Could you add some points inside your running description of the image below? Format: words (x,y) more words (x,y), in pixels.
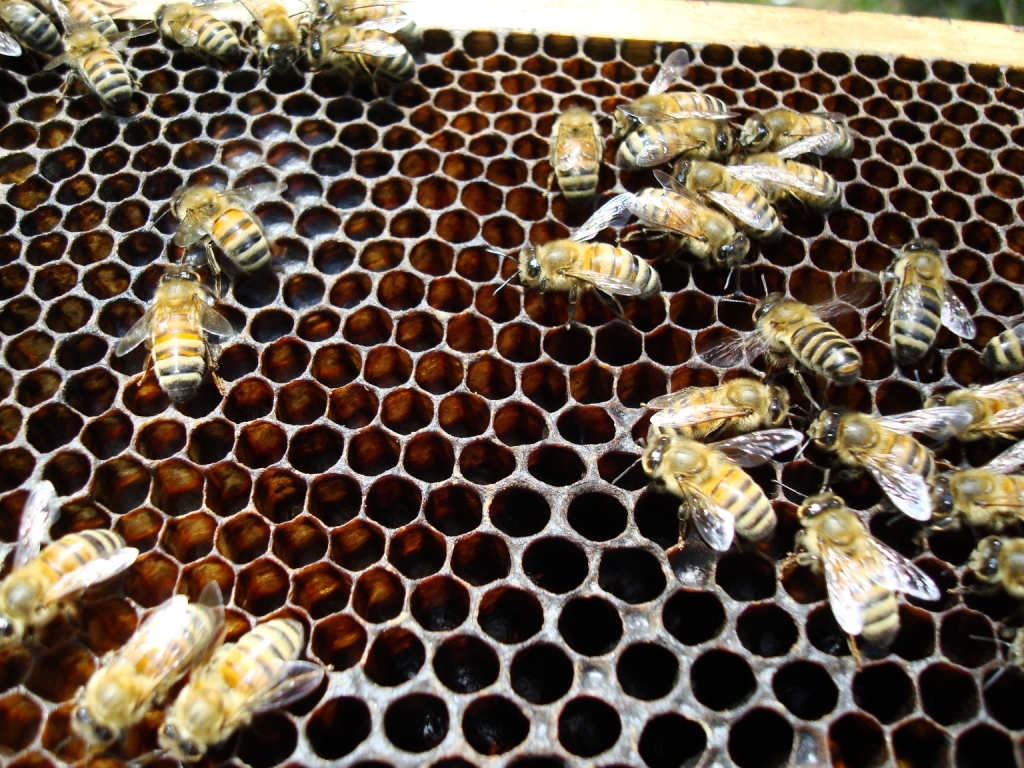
As we can see in the image there are honey bees (659,72).
